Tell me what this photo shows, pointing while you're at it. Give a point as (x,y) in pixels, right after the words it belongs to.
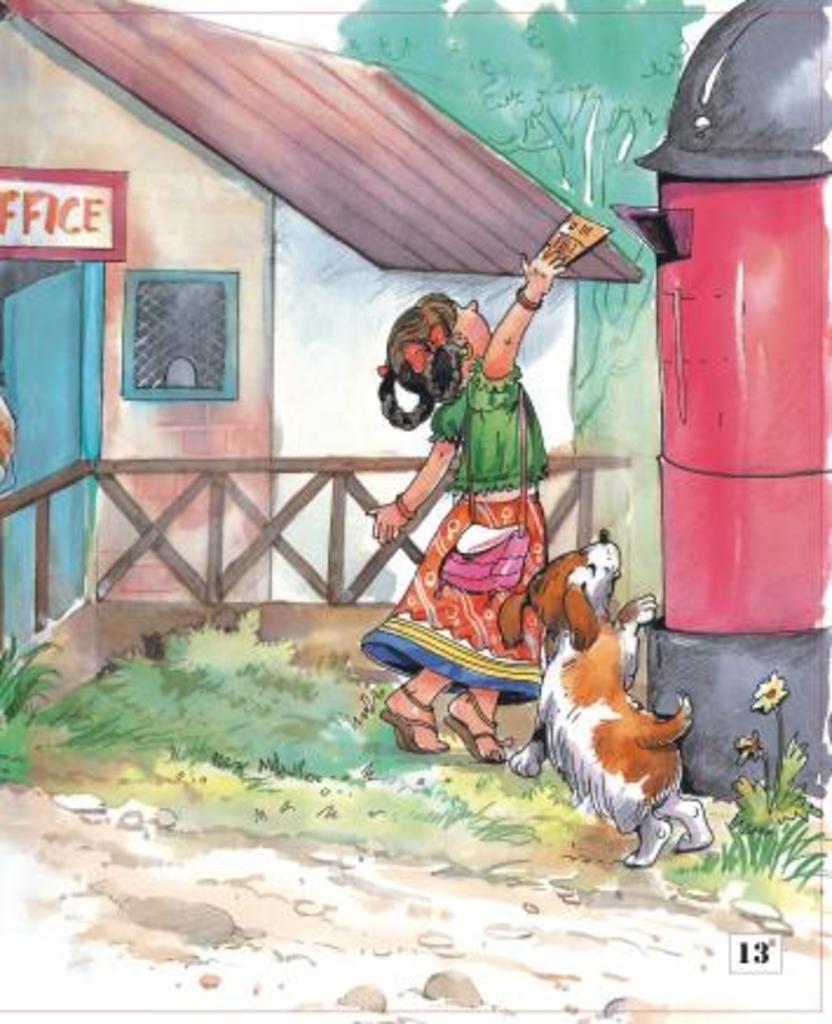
It is a painting. In the center of the image (505,418) we can see a dog (583,746) and one person (478,726) is standing and she is holding some object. At the bottom right side of the image (756,960), we can see two numbers (759,957). In the background (399,399), we can see trees (605,122), one house (255,230), grass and a few other objects (176,337).
